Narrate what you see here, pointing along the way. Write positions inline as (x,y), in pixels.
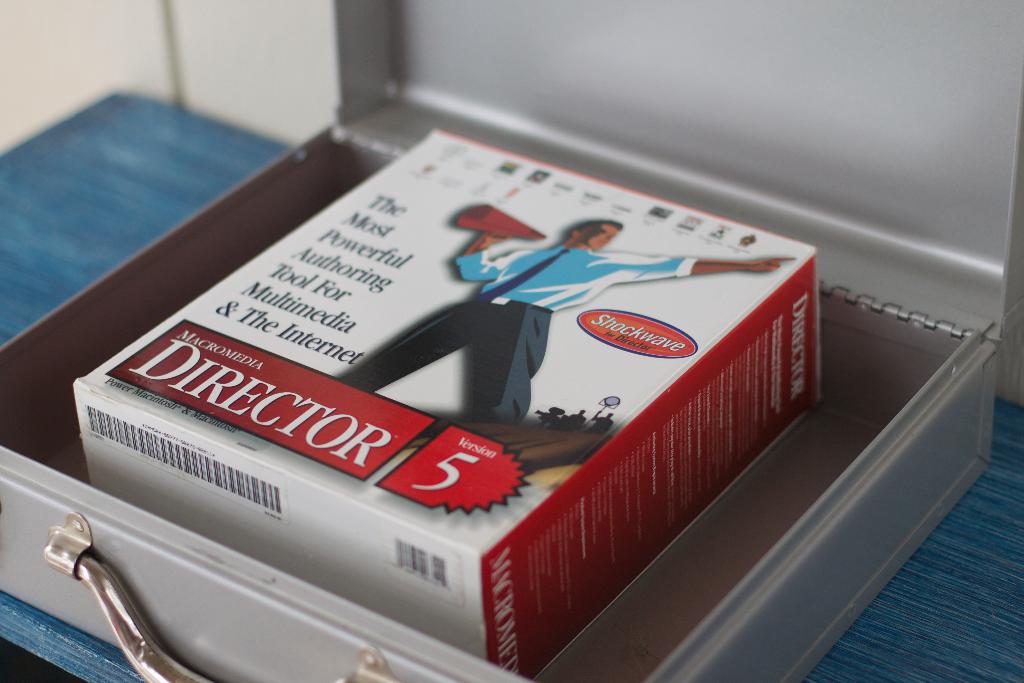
In this image we can see a box (295,526) is kept in a briefcase (760,493) and briefcase (882,497) is kept on a blue color surface (95,200).
